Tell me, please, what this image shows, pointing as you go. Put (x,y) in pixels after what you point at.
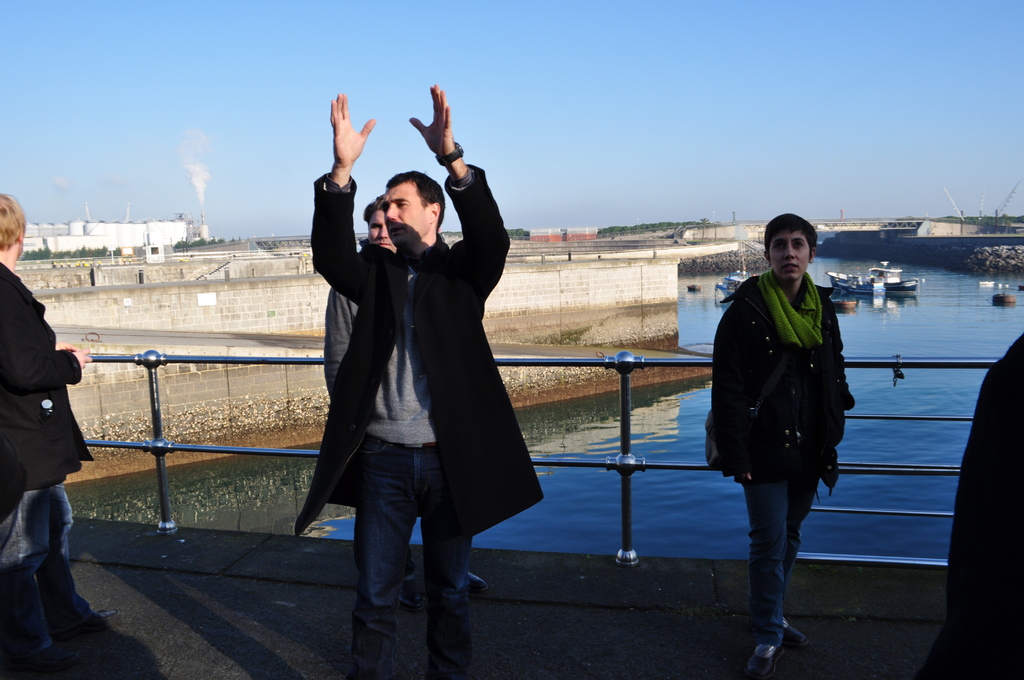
In this image in the foreground (472,334) there are some people (9,299) standing and there is a railing (673,365), in the background (949,486) there is river (952,282). In that river (706,320) there are some boats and also i can see some buildings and poles (961,214), at the top (406,99) there is sky (395,97).
